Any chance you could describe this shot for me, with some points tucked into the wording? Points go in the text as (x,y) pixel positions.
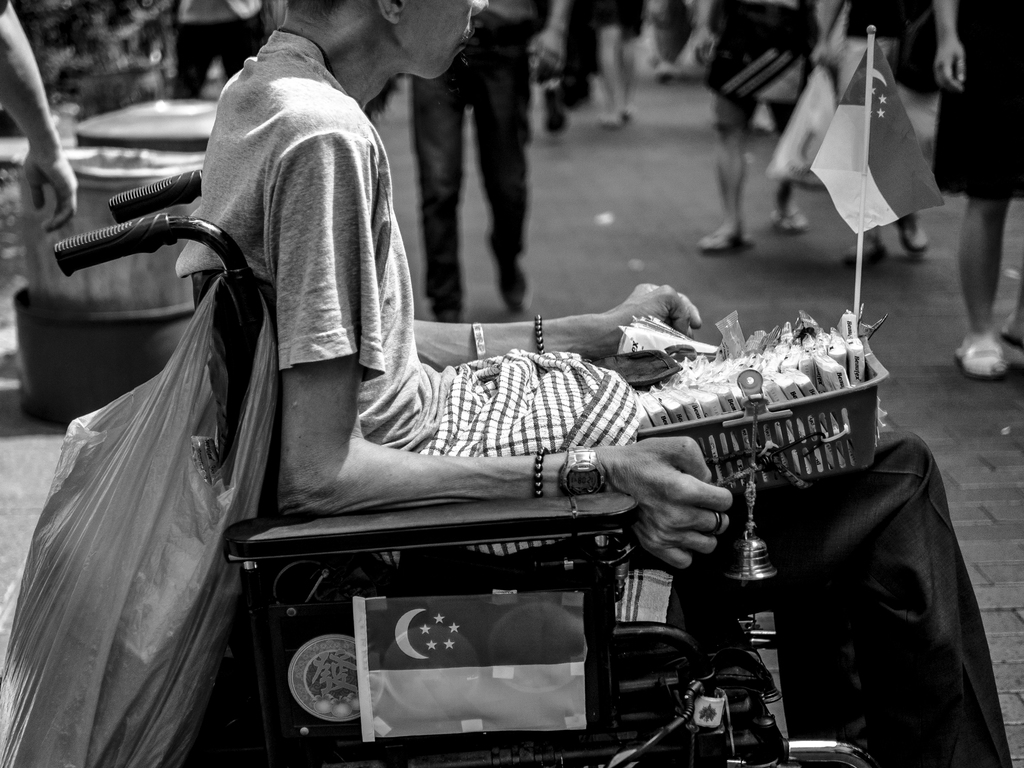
This picture shows a man (441,400) seated on the wheelchair (343,523) and he is holding a basket (726,450) and a carry bag (68,468) hanging and we see a flag (857,268) to the basket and few people (574,30) walking.
